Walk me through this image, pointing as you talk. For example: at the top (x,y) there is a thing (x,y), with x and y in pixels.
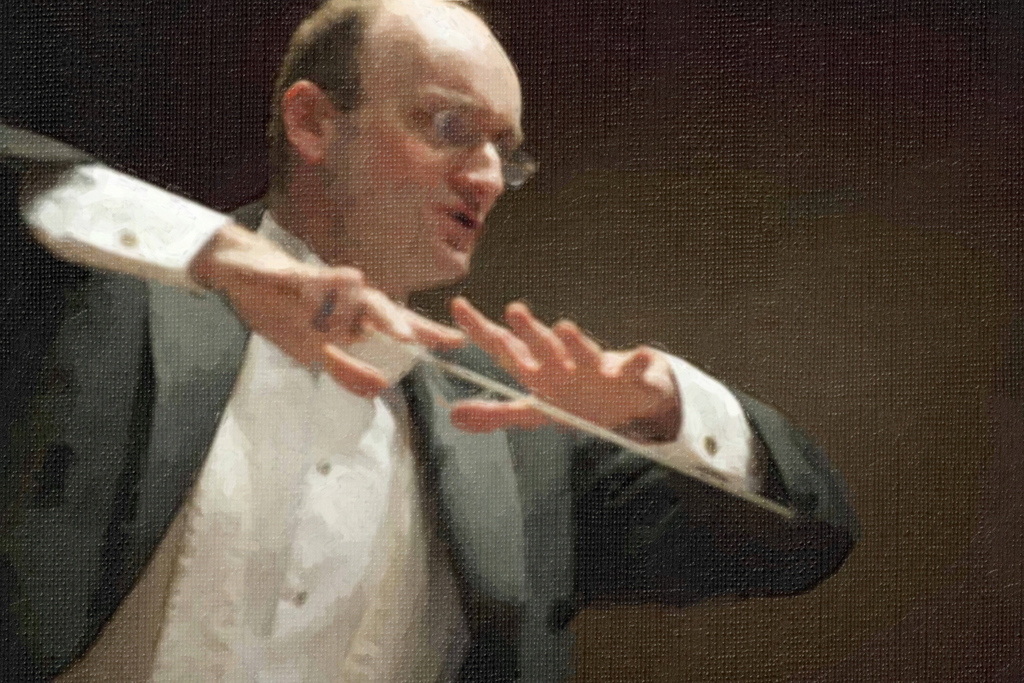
In this image I can see the person (113,345) wearing the blazer (103,381) and shirt (261,541). The person (262,552) is holding the stick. And there is a black background (542,213).
